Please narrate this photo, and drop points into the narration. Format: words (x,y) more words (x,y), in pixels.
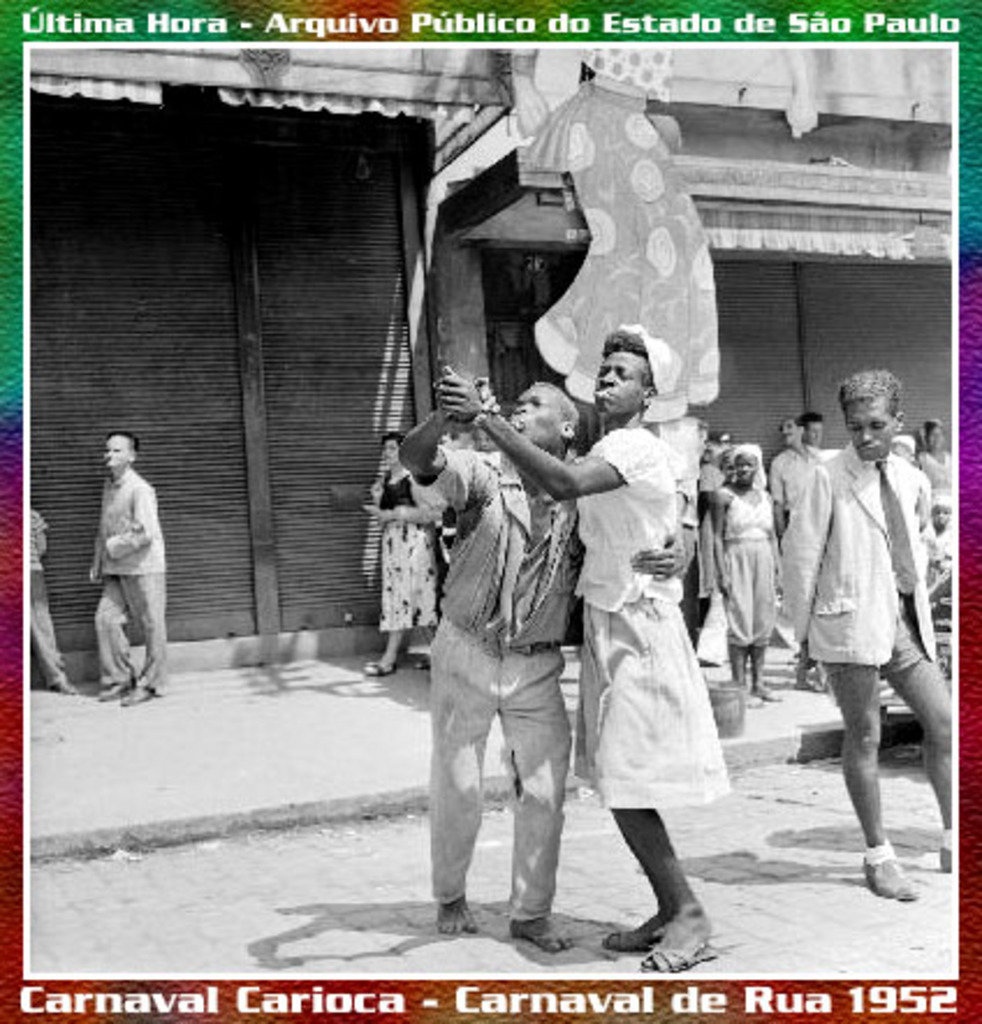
In this picture I can see the text (549,1002) at the top (303,35) and bottom, in the middle (645,481) there are people (460,632), in the background (80,386) there are shutters (849,319).
